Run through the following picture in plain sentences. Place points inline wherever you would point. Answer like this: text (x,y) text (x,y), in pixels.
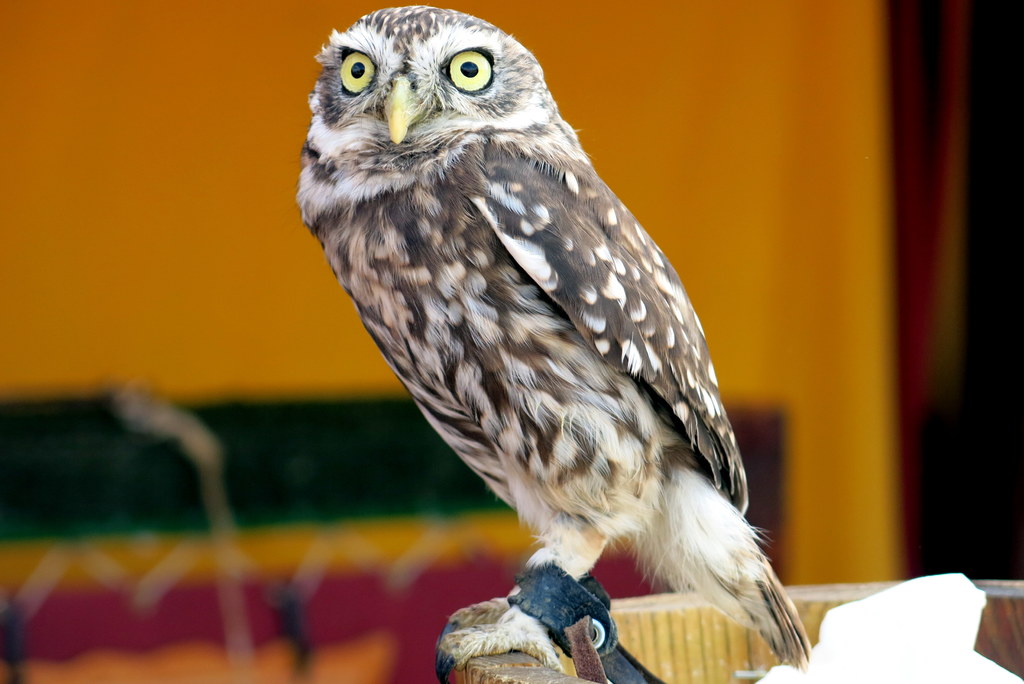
In this image we can see an owl (642,498) sitting on a wooden perch (473,674).
